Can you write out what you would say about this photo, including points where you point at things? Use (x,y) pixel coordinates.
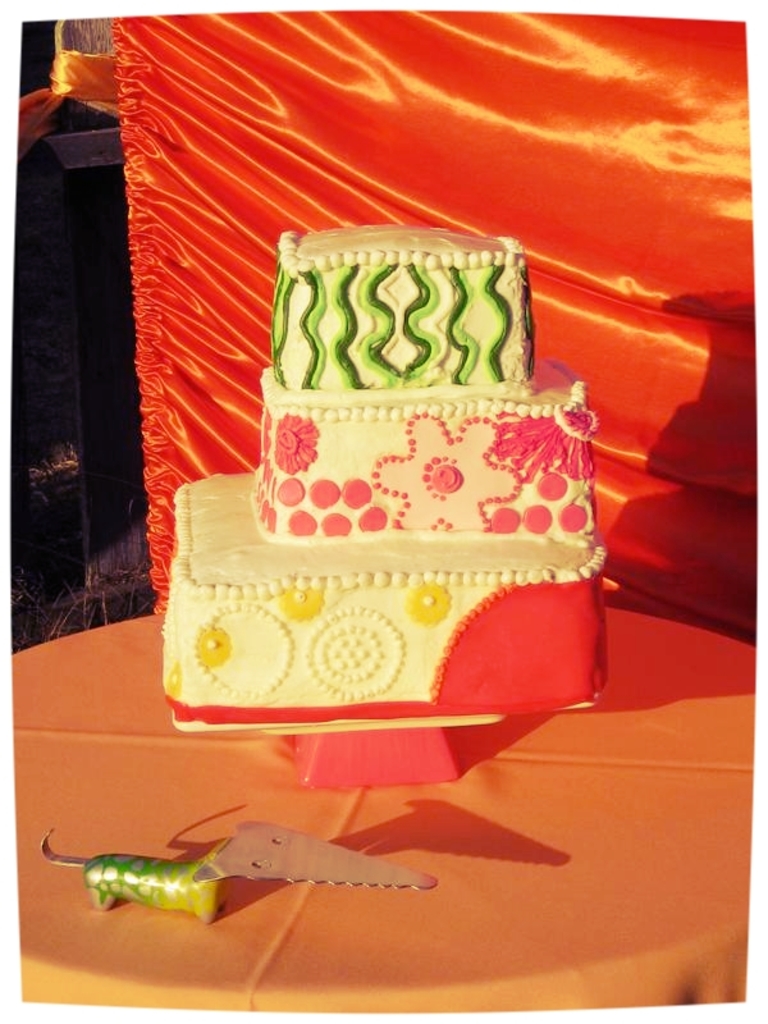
In this picture we can see a cake (339,718) on an object (384,796) and on the object (333,899) there is a knife (213,861). Behind the cake (401,403) there is a cloth (419,169).
